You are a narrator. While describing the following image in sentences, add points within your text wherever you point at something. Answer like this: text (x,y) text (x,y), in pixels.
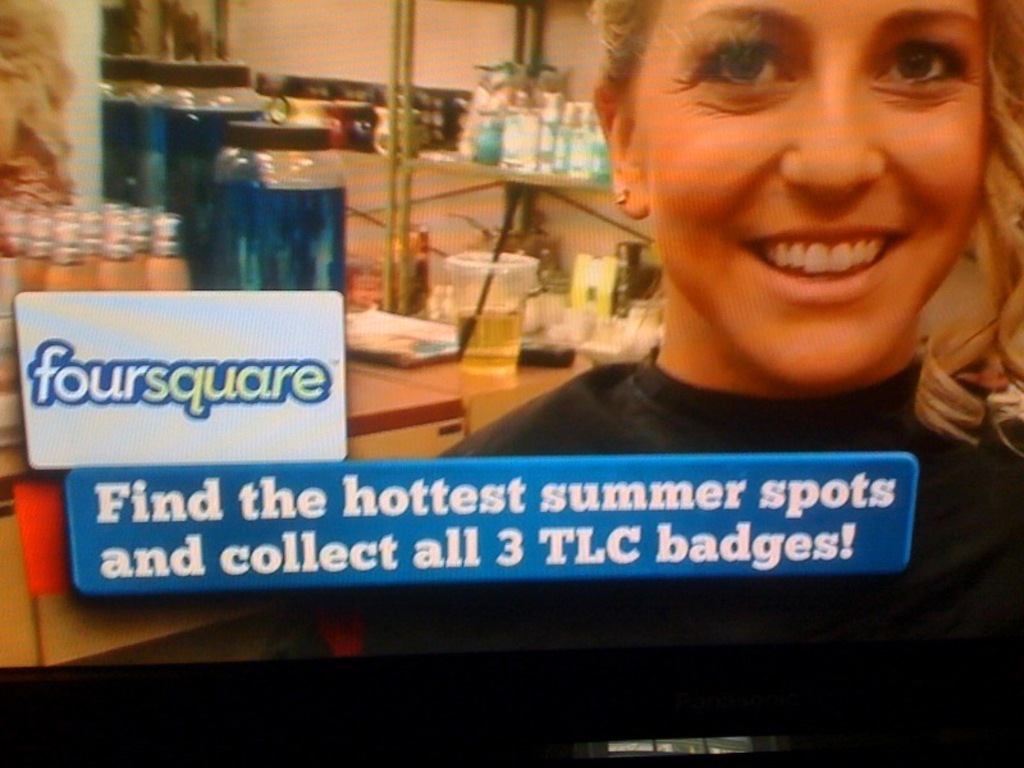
On the right side (785,338), we see a woman (814,341) in the black T-shirt (683,410) is smiling. In front of her, we see the boards (369,514) in white and blue color with some text (205,387) written on it. On the left side (145,231), we see a table (380,373) on which white color objects (100,223) are placed. Behind her, we see a table (436,384) on which bottles (194,275), a glass (483,340) containing the liquid (488,354) and some other objects (417,276) are placed. In the background (365,47), we see a wall (306,49). This picture might be displayed on the television screen (601,496).
